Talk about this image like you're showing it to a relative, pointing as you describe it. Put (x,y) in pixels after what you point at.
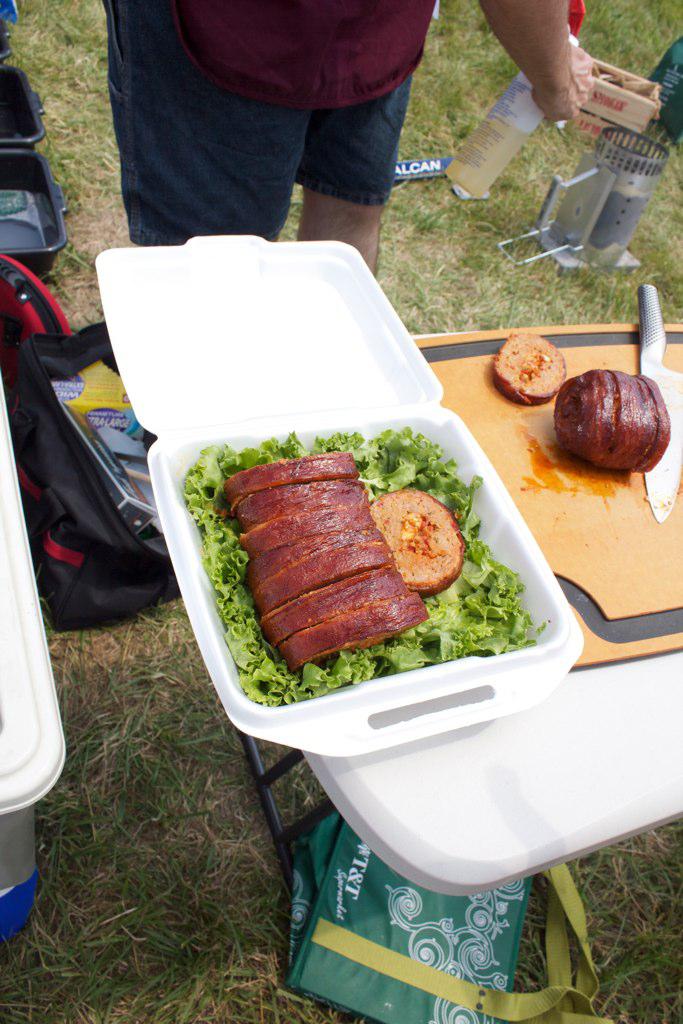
In this image in the front (529,787) there is a table (614,790), on the table (593,771) there is food (465,619) in the box (440,683) which is white in colour and there is a chopping board (631,582), on the chopping board (638,543) there is a knife (679,491) and food (593,388), under the table (483,869) there is an object (491,913) which is green in colour on the ground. In the background (324,20) there is a person (314,38) standing and there are objects (38,250) which are on the ground (121,228) and the person (543,77) is holding a bottle (513,107) in his hand (551,87) and there is grass (98,128) on the ground (177,724). On the left side (19,753) there is a box (8,737) which is white in colour.
